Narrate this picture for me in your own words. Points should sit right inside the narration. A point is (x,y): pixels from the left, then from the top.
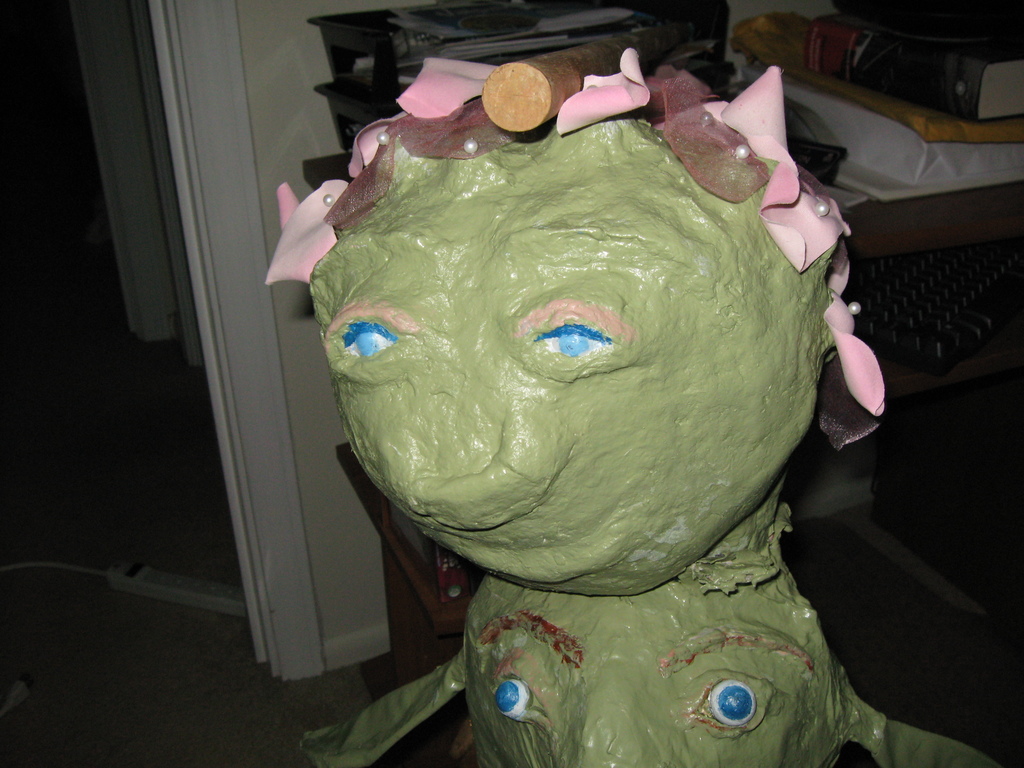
In the center of the image (586,403), we can see a doll (636,354) and in the background (820,104), there are some objects (682,54).
